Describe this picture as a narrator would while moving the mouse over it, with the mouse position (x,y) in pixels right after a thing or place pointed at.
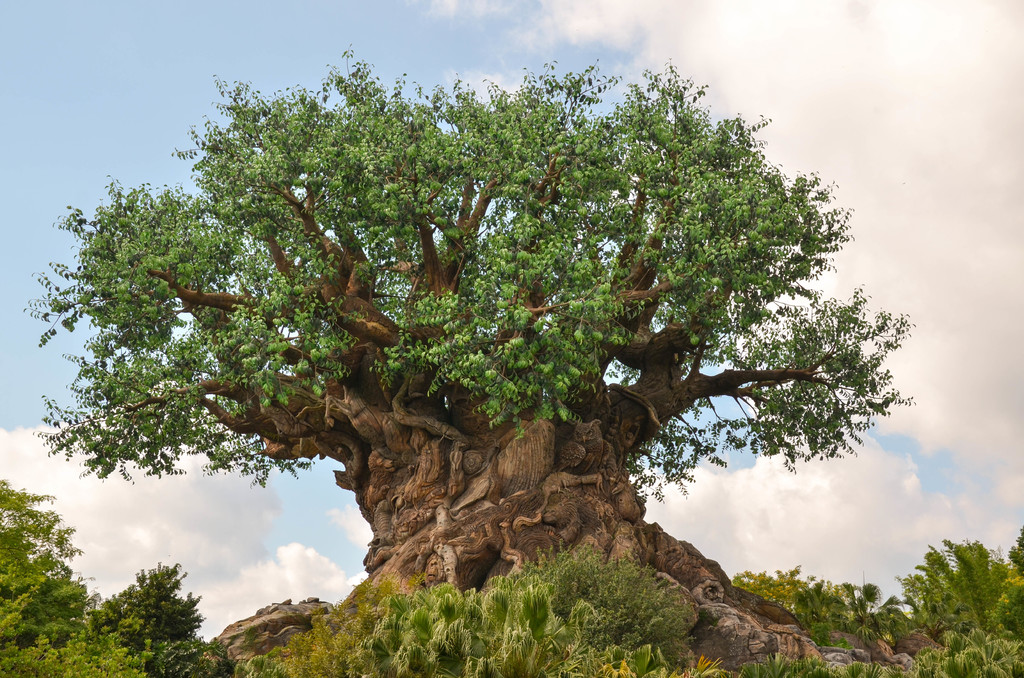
In this picture we can see plants (976,656) and trees (36,531). In the background of the image (928,152) we can see the sky (917,393) with clouds (914,399).
